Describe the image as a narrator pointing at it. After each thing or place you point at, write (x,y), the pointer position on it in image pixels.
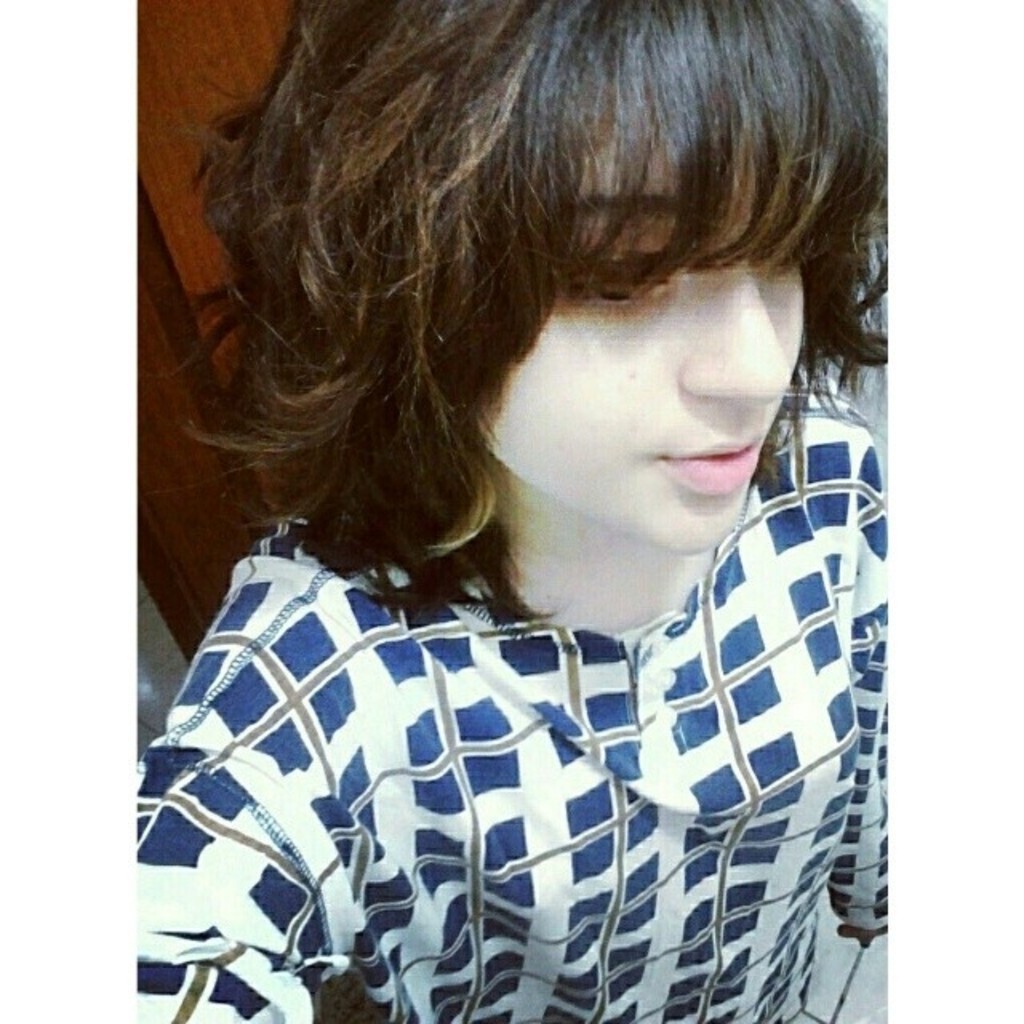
In the center of the image (623,601), we can see a person (445,469) and in the background (232,60), there is a wall (252,81).
